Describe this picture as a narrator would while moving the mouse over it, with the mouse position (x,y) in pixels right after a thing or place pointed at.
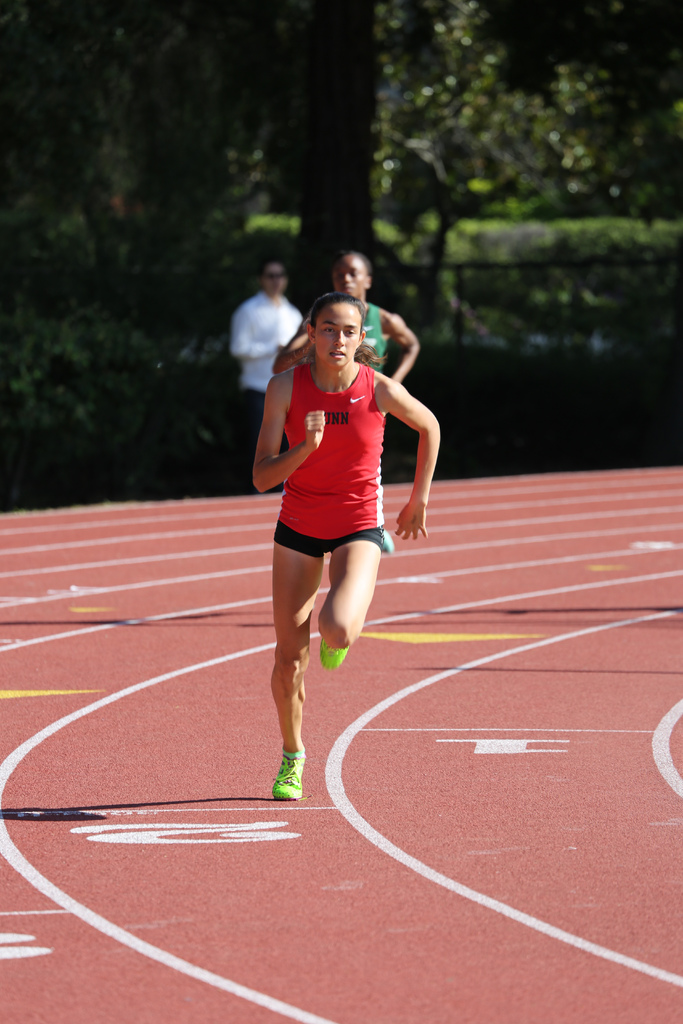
In this picture there are girls (325,370) in the center of the image (355,436), they are running and there are trees (411,187) in the background area of the image (286,182).
